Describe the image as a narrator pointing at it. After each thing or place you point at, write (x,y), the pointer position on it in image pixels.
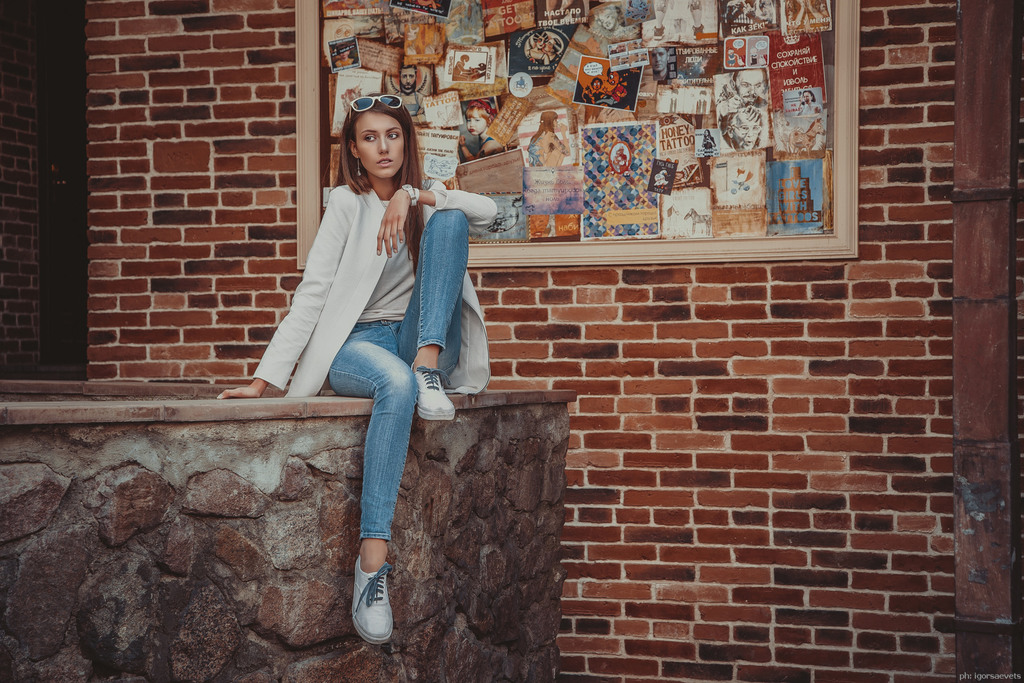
In this image there is a girl (443,232) sitting on the rock (59,645) is staring at something, behind the girl (334,233) there is a brick wall (261,207) with a photo frame (306,245) on the wall (595,283).
